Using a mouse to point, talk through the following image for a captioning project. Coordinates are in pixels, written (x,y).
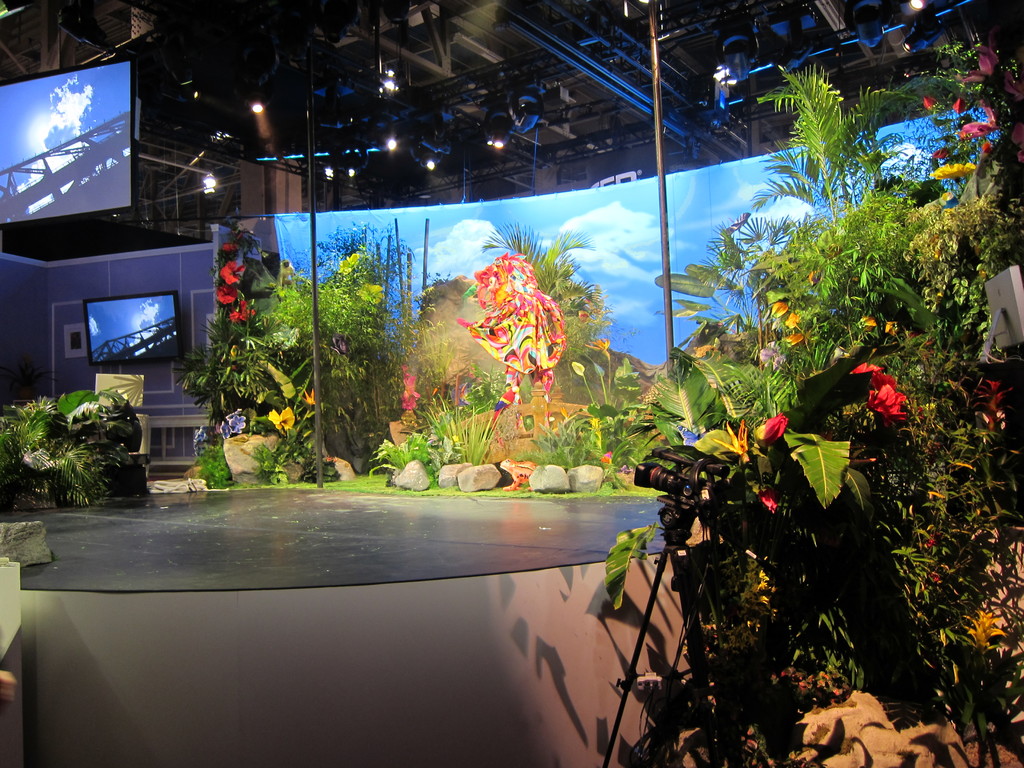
In this picture we can see a platform (397,534), stones (487,487), flowers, poles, banner (542,210), televisions (131,298), walls (104,293) and in the background (694,43) we can see the lights (494,127) and rods (369,88).
